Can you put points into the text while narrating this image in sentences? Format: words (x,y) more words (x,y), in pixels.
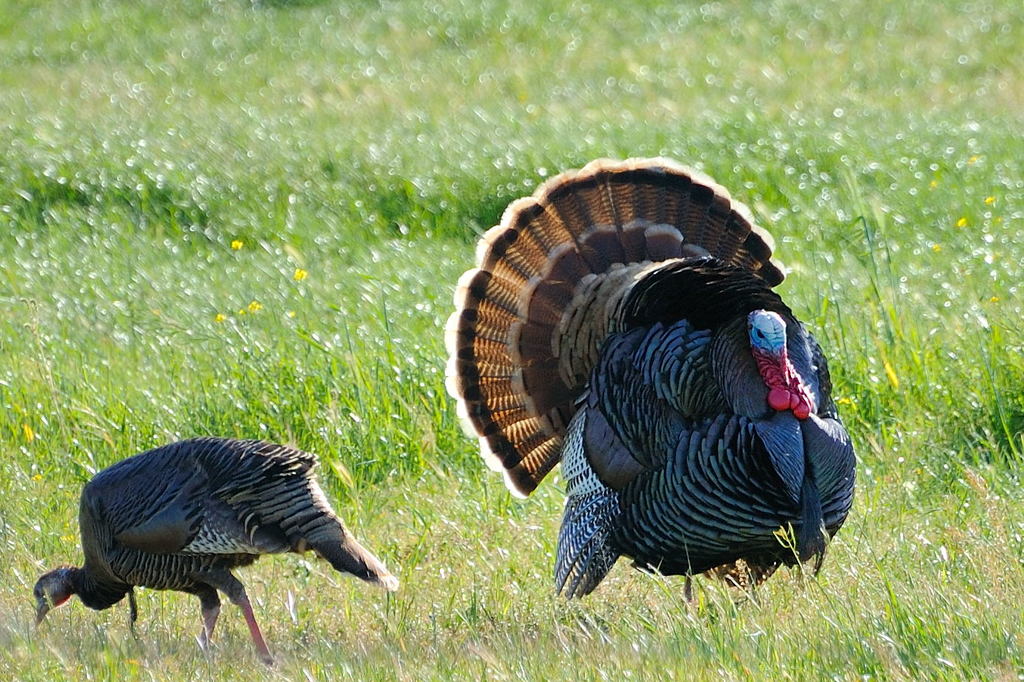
In this image, we can see wild turkeys (665,400) on the grass (404,638). In the background (998,349), we can see the blur view, plants (964,349) and flowers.
